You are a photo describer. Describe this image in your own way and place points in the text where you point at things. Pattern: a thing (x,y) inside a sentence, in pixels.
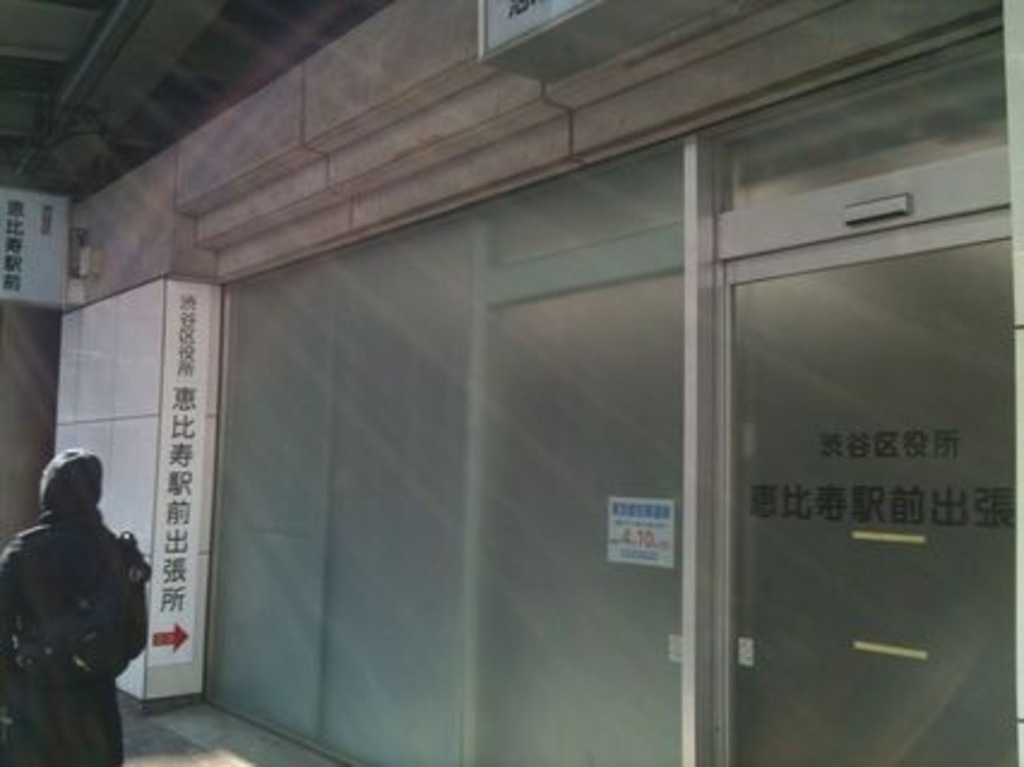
In this image I can see one person (95,484) is standing, I can see this person (59,572) is wearing black colour dress (62,520). I can also see few boards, a glass door (771,426) and I can see something is written at many places.
